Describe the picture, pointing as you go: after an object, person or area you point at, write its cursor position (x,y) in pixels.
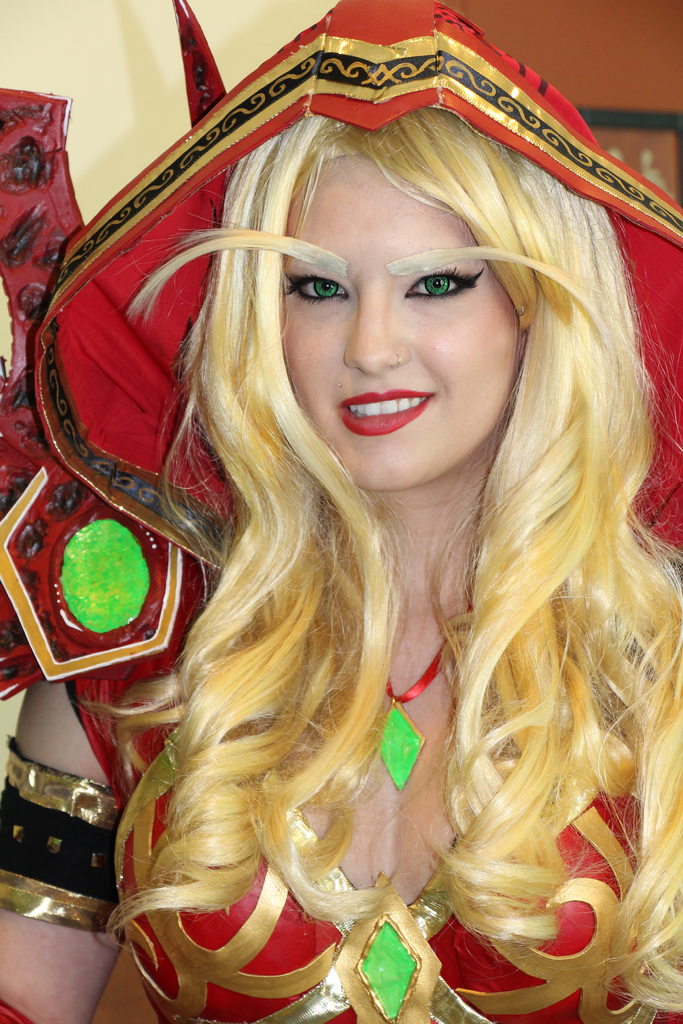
In this image, we can see a person (569,444) wearing fancy dress (103,376) which is colored red.
